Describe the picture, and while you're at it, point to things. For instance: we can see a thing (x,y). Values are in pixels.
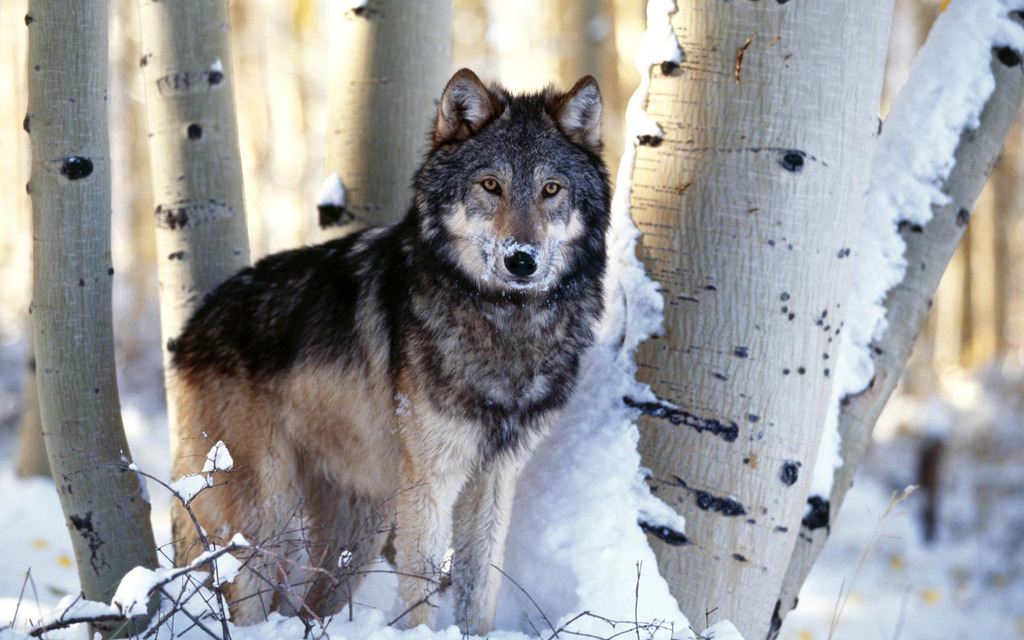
In the background (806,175) we can see tree trunks (802,198). At the bottom portion of the picture (624,602) we can see snow (326,617) and twigs (223,599). This picture is mainly highlighted with a wolf (313,251).
